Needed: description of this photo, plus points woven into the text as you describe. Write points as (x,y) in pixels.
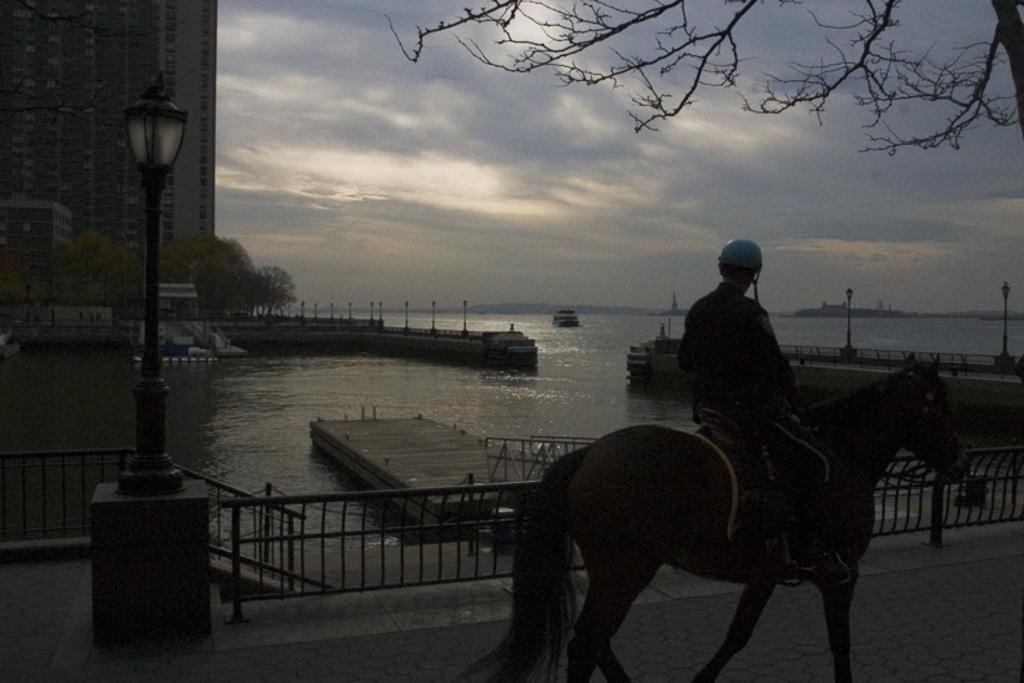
In the image we can see there is a man (743,385) who is sitting on horse (673,551) and there is a cloudy sky (395,228) and between there is a river (381,406).
